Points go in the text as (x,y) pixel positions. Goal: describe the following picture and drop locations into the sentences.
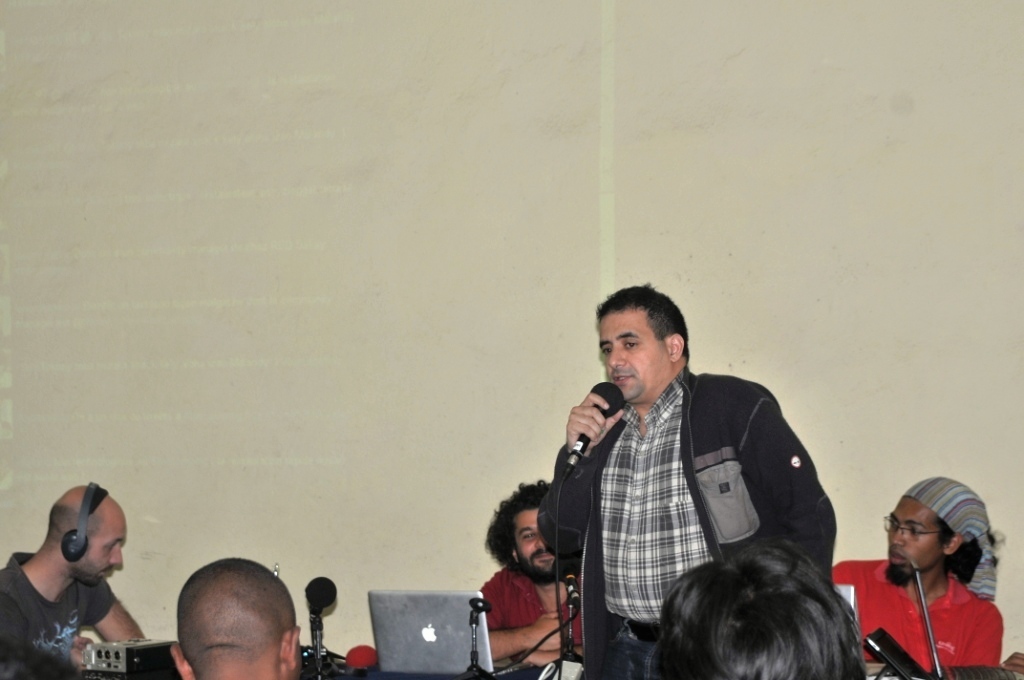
In this image, there are a few people (780,475). Among them, we can see a person (611,447) holding a microphone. We can also see some laptops (382,602), microphones (926,620) and some objects (886,635). We can also see the wall (173,633).
